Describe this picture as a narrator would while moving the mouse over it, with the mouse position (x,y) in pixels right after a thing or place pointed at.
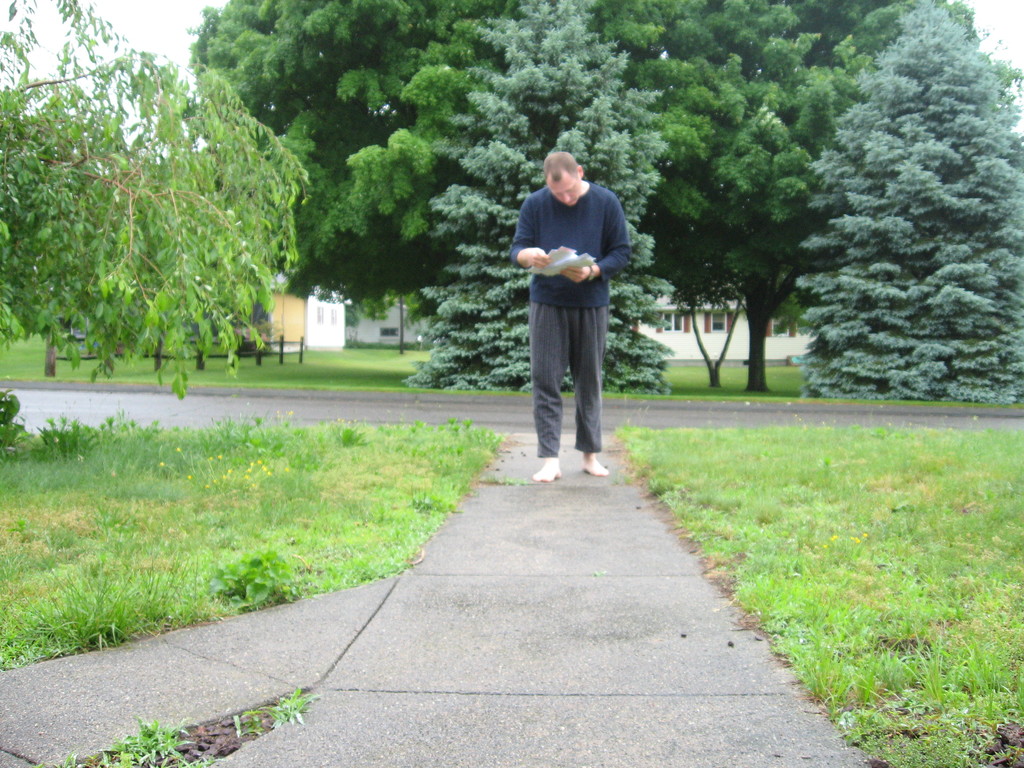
As we can see in the image there is grass (788,464), a person (599,422) wearing blue color dress (573,222) and papers (555,268). In the background (522,93) there are trees (359,277) and buildings (327,315). At the top (145,22) there is a sky (145,22).
